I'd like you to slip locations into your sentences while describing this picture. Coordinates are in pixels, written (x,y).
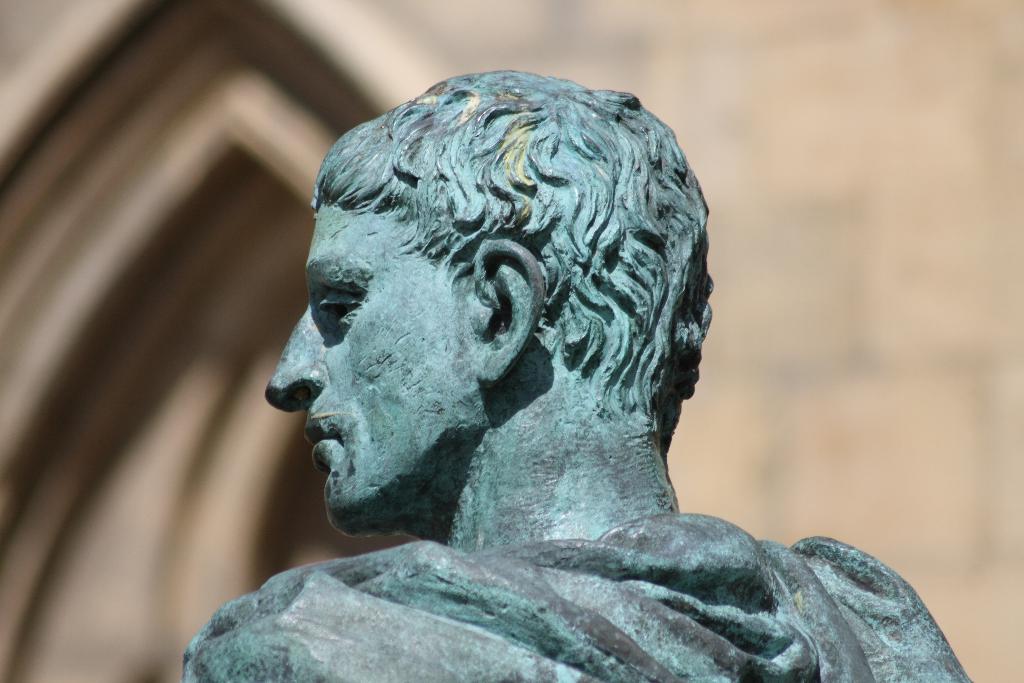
In this image we can see a statue (492,490).
